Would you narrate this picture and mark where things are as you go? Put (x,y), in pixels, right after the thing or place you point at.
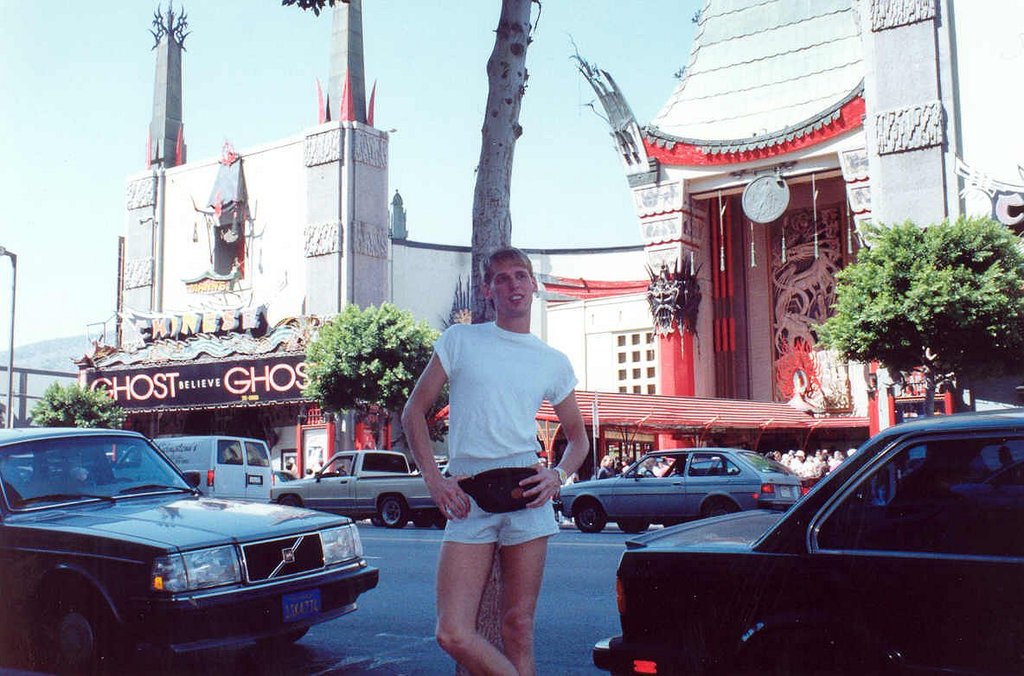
In this image we can see a person (517,523) standing and we can see a black object (486,498) over the waist (502,508) of the person (535,516). Behind the person (463,493) we can see trees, buildings (631,386) and vehicles (621,487). We can see the text (239,376) on the building (288,394). On the right side (853,570), we can see a car (898,594). On the left side (61,366), we can see a car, mountains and a pole (9,402) with light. At the top (570,139) we can see the sky (391,121).
